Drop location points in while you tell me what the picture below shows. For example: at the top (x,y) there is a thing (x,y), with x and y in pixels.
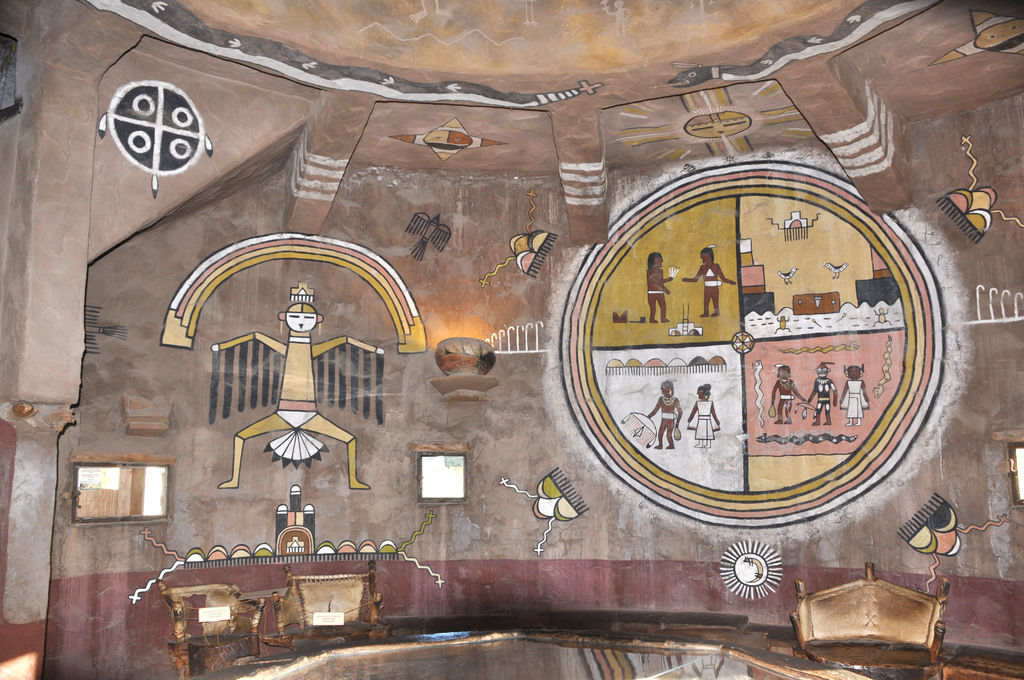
In the picture I can see a wall (634,377) which has paintings (567,411) of people (666,411) and some other things (672,475). I can also see some other objects (471,643).
